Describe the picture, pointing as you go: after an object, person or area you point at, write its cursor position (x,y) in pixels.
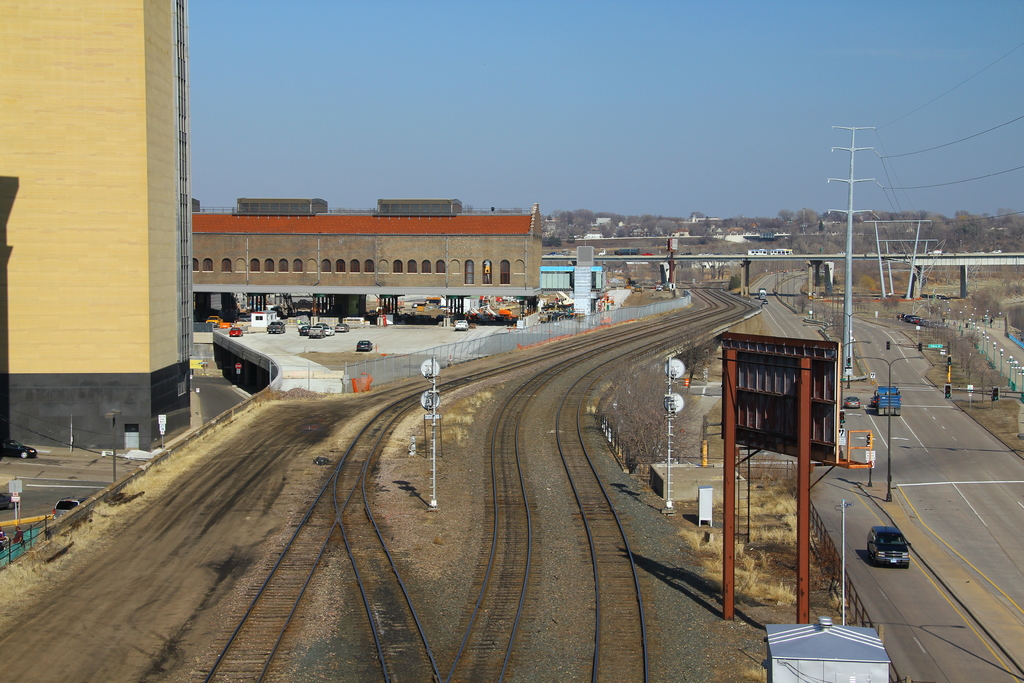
In this image I can see few railway tracks (367,603) on the ground (553,584), few white colored poles (670,445), a board (774,431), few buildings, few cars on the ground (391,334), the road (1013,543), few vehicles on the road (960,491), a bridge (784,258) and few electric poles (853,178). In the background (827,196) I can see few trees (970,234) and the sky (643,147).
